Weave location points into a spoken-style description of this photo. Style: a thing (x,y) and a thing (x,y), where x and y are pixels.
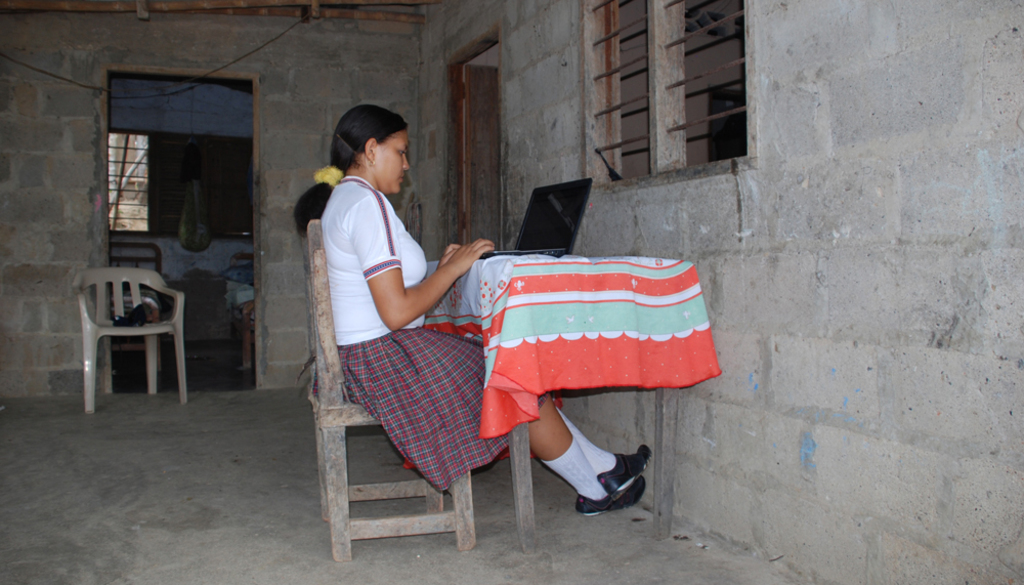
in this image the girl (435,429) is sitting on the chair (320,365) in front of laptop (557,215) the laptop (568,237) is on the table (556,326) and behind the girl (369,309) there are one chair (145,278) one thing (197,239) and some thing (249,303) is there at the room (146,197) and in front of the girl (382,109) there is one window (589,90) and the background (370,31) is very dull.
